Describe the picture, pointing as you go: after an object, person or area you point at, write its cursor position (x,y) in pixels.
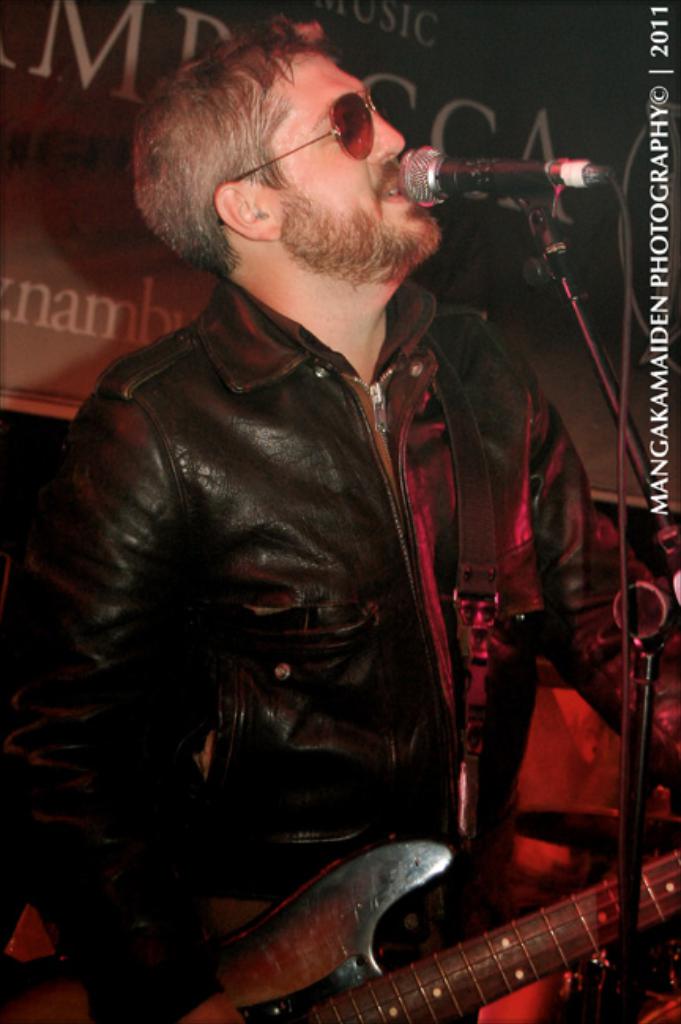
He is standing. He is wearing a spectacle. He is holding a guitar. He is singing a song. We can see in background (130,153) banner (130,153).
